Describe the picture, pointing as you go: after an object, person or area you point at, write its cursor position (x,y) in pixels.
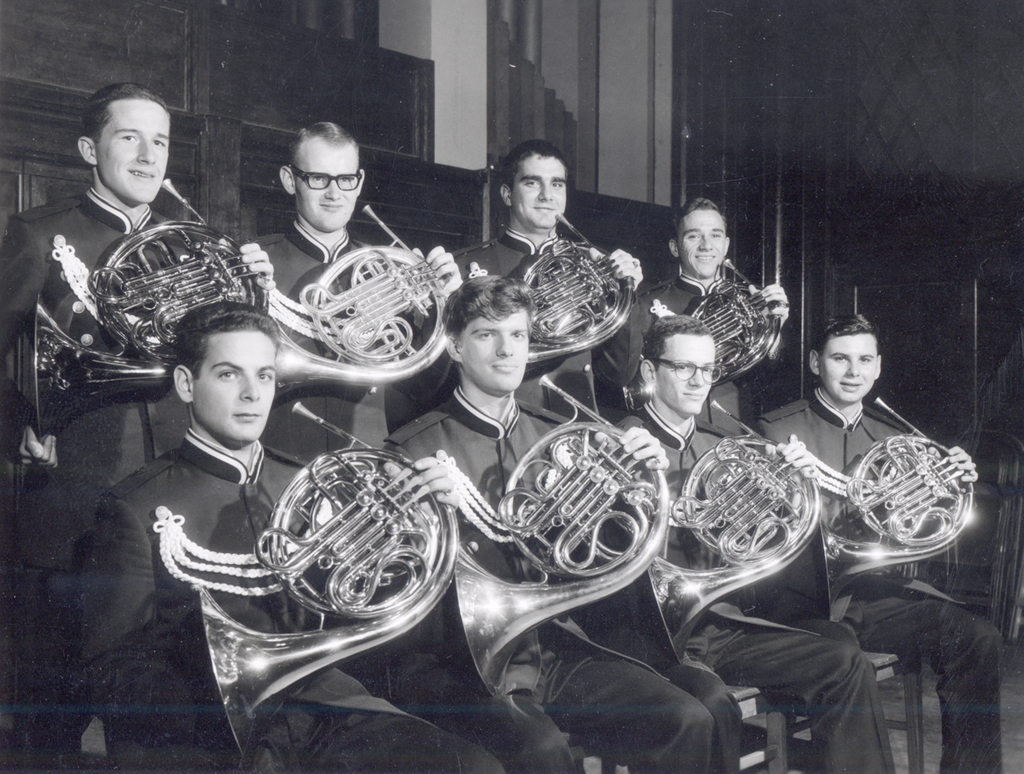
In this image, we can see some people (967,604) sitting and they are holding musical instruments (114,312). The background (204,21) is not clear.
